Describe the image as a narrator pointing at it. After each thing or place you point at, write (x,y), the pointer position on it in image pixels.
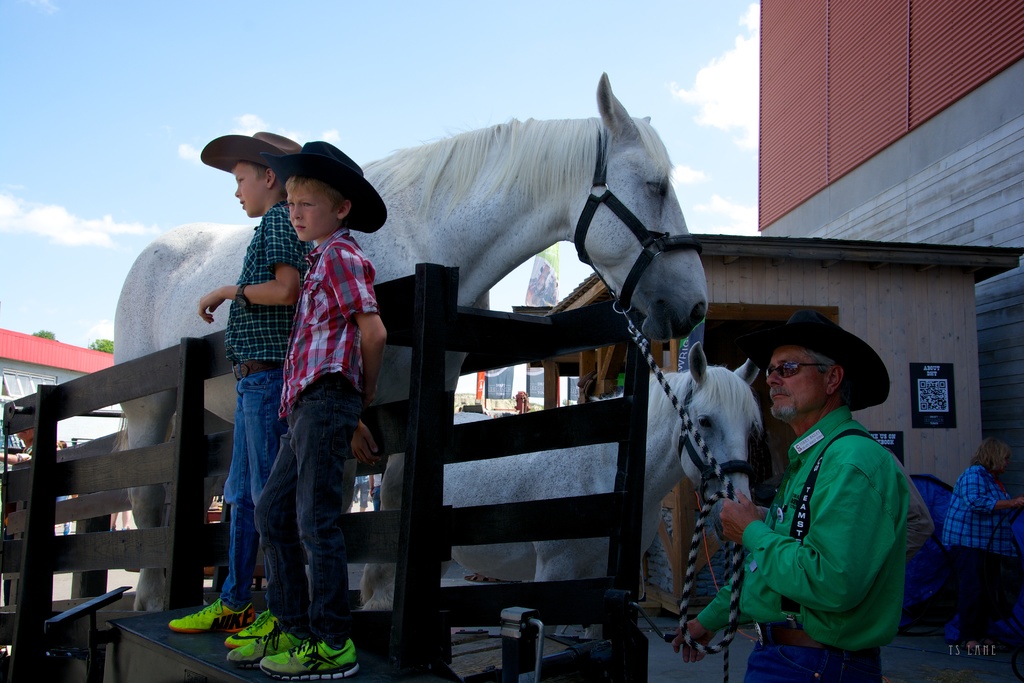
On the top (322,63) we can see sky (428,52) with clouds (731,90). Here we can see buildings (805,270), trees (98,348). On the platform (485,636) we can see one horse (590,192) in white color and this man (774,531) is holding a rope (662,376) of this horse (635,206). We can see two boys (258,322) standing here wearing hats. This is another horse (678,437) in white colour. We can see one person (954,502) is standing here at the right side of the picture (976,585).
